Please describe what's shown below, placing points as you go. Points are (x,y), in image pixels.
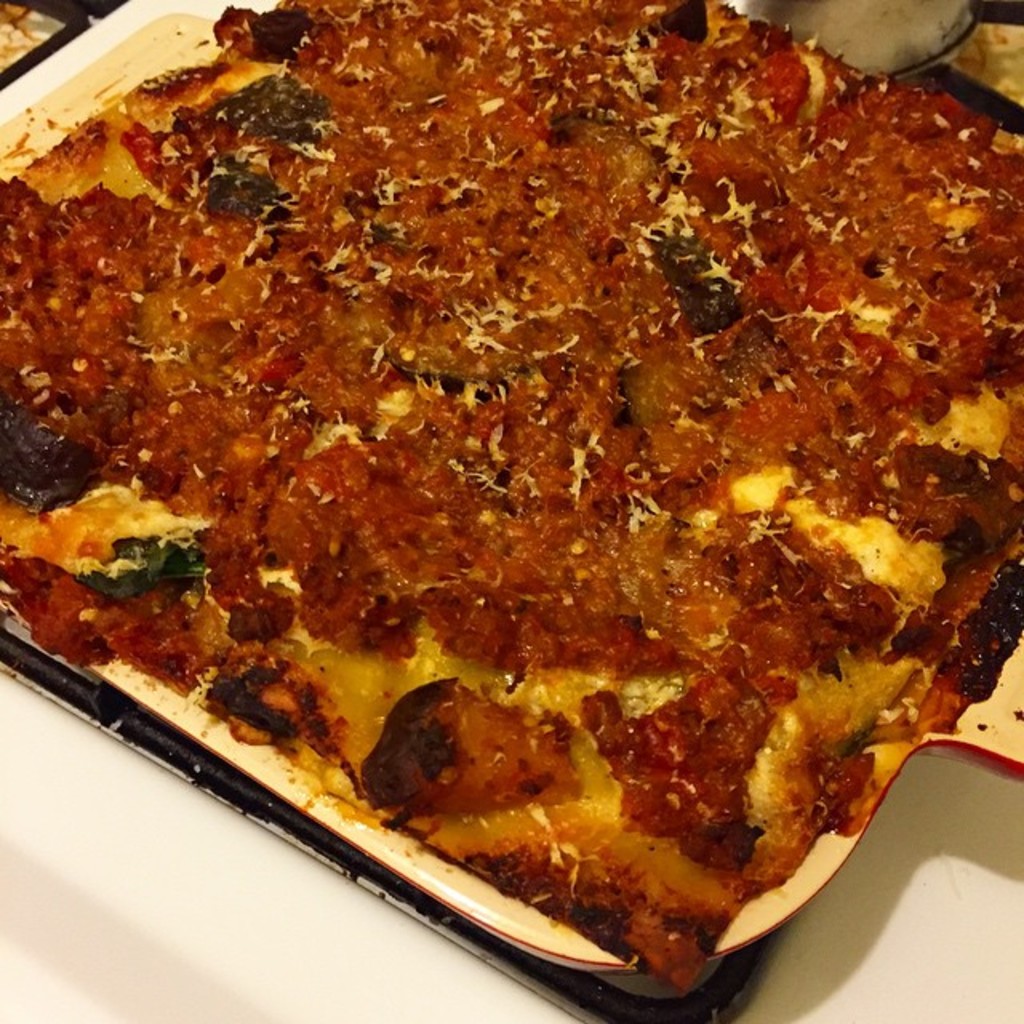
In the center of the image (588,530) a food (478,501) is present in the plate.
